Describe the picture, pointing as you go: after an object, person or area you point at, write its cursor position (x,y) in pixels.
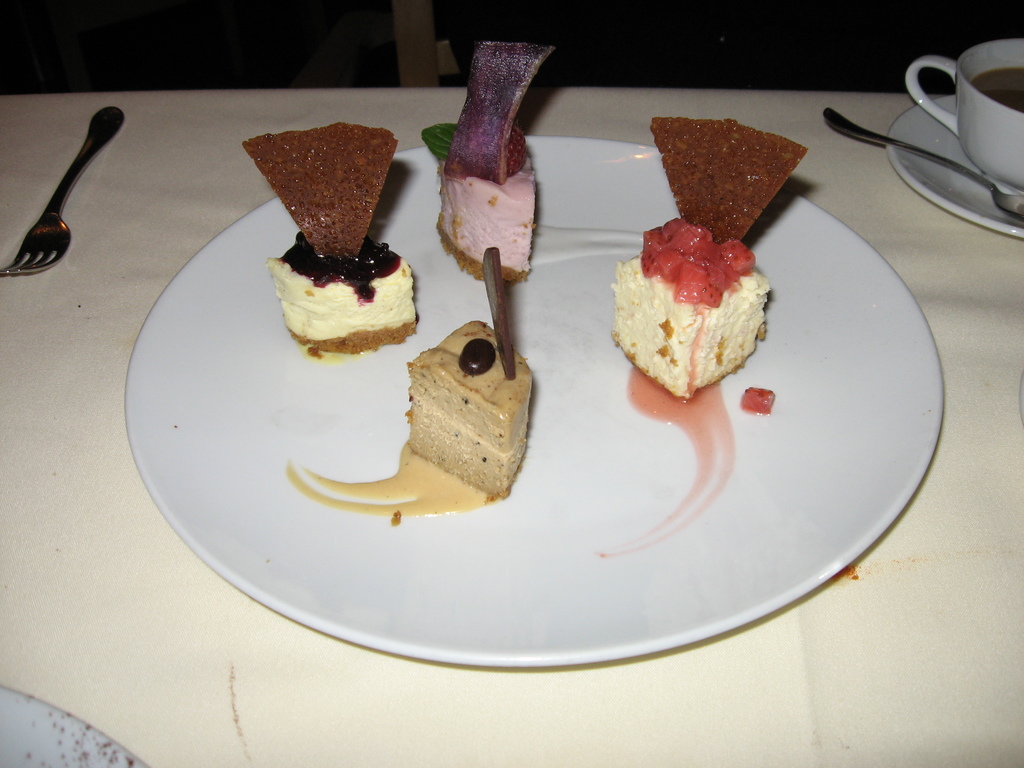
In this image there is a table (969,306) with different flavors of cakes (397,266) on the plate (208,426), beside that there is a spoon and coffee cup (974,56).
